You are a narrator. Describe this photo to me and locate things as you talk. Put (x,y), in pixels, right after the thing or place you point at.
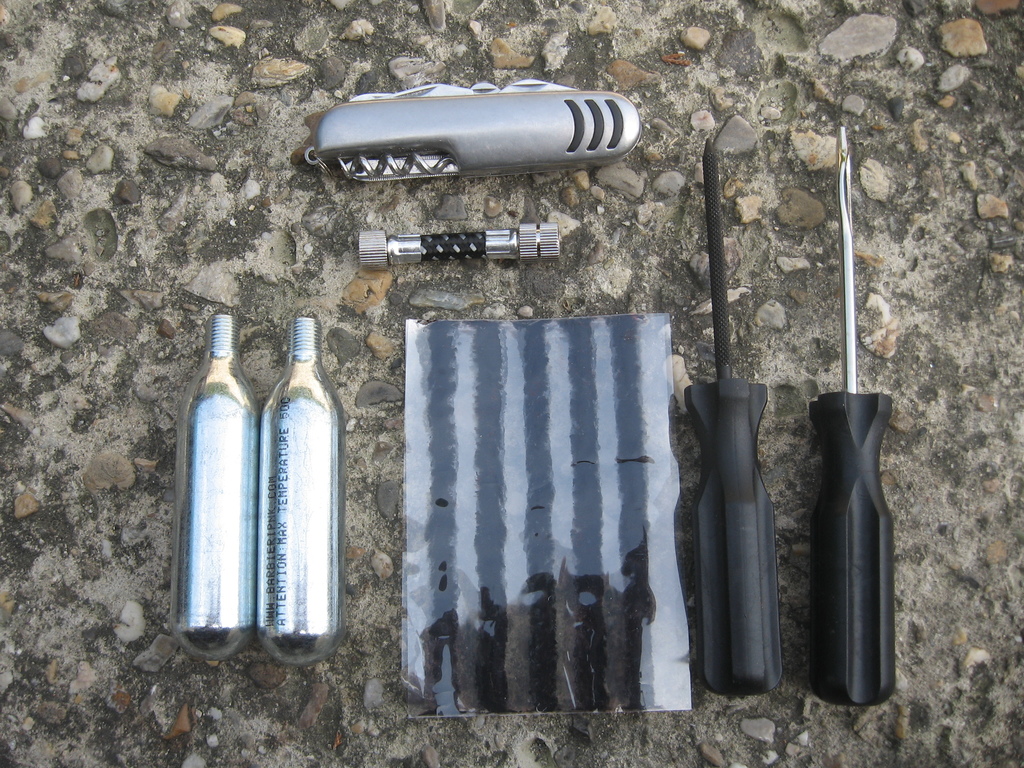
In the image there are screwdrivers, metal piece (434,400), cutting tool (545,115), adapter (550,236) and two fixtures (307,359) on the floor (87,31).
